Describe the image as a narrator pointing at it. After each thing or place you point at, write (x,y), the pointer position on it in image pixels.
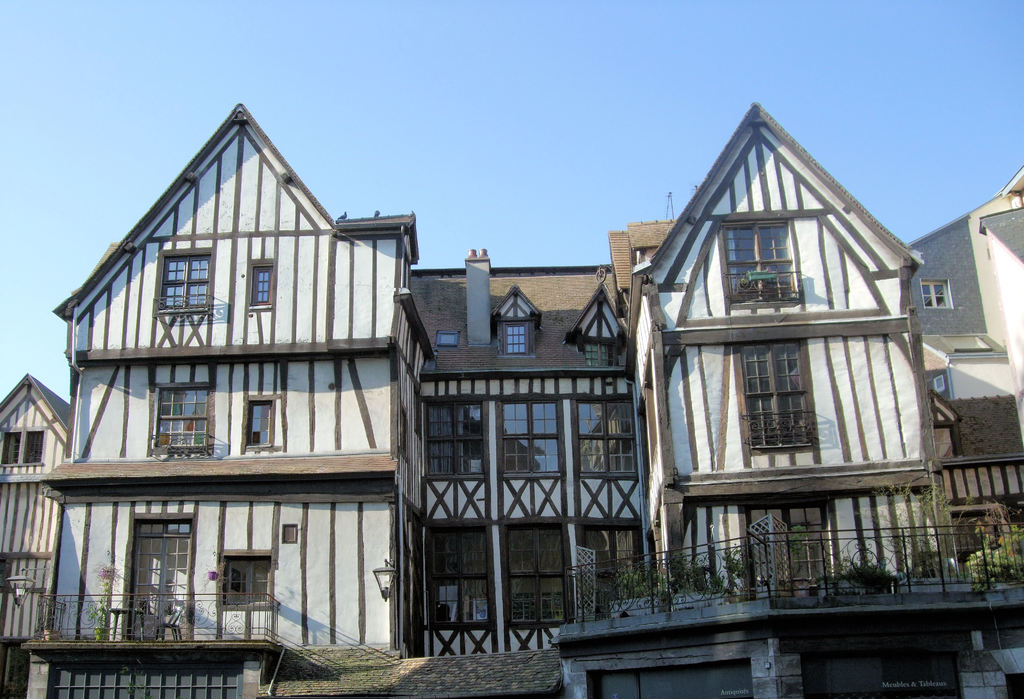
In this picture I can see few plants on the right side (850,582), in the middle (504,314) there are buildings (493,505). At the top (586,128) there is the sky (530,141).
